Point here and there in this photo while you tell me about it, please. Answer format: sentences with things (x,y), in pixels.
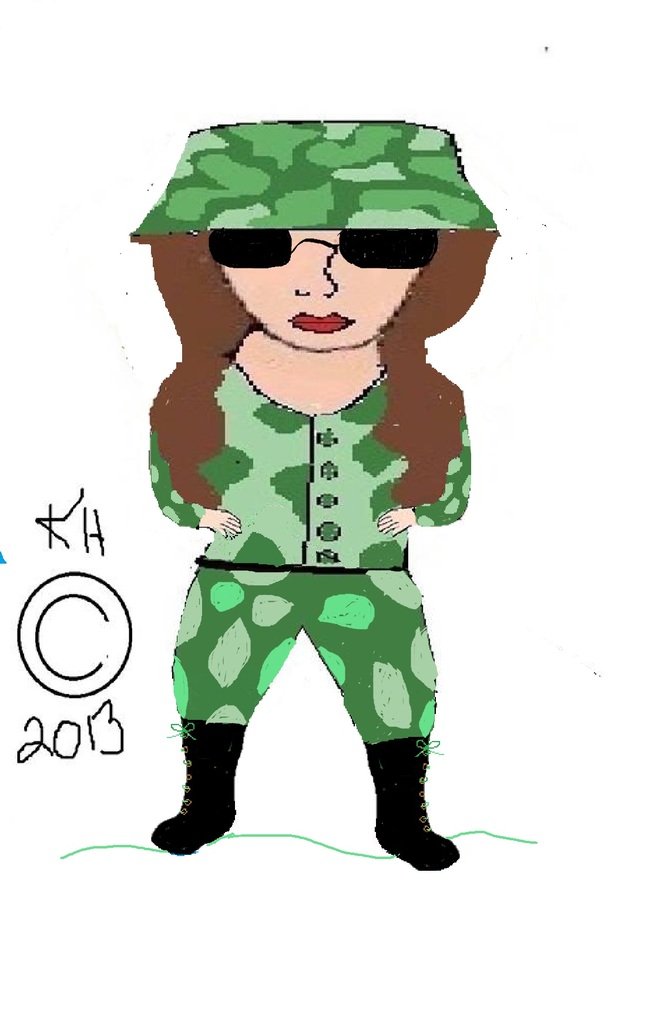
This is a cartoon image of a woman (197,721), there is a text (103,708), symbol (108,630) visible beside her, background (136,545) is white.
